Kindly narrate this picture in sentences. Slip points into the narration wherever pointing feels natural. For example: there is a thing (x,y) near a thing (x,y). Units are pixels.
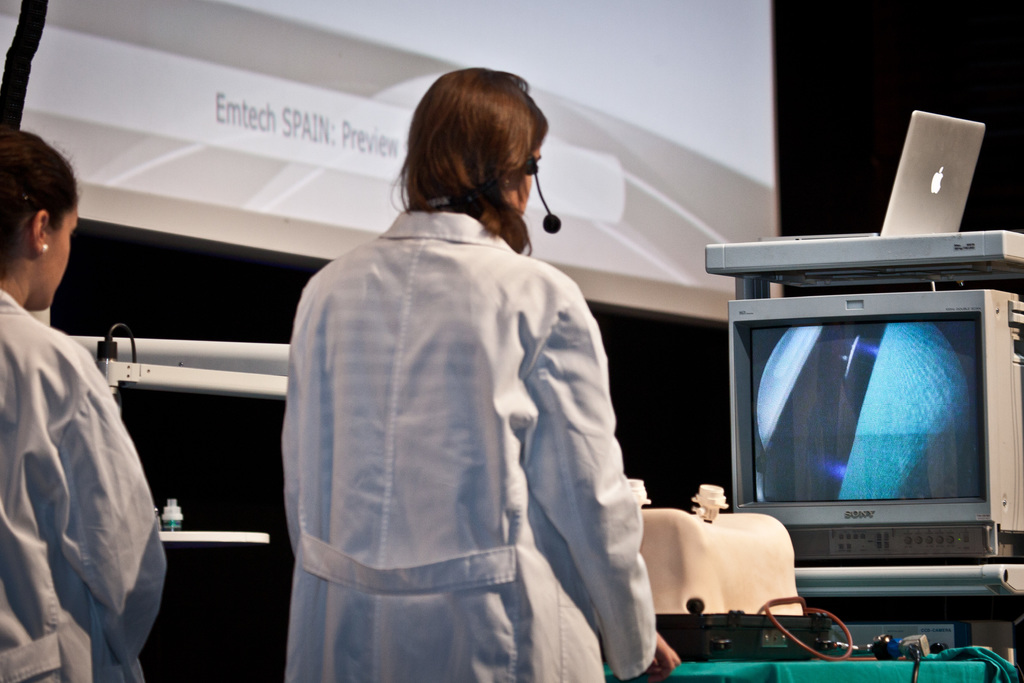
On the left corner of the image (22,398) there is a person (34,430) standing. And in the middle of the image (366,345) there is a lady (406,509) standing and she wore headsets (456,207). In front of her there is a table (860,669) with equipment (762,584) and wires (913,656). Behind the table (803,663) there is a monitor (762,392) with images (844,443). Above that there is a laptop (881,232). In the background (366,55) there is a screen (279,111) with something written on it. And also there are white color objects (180,531) in the background (174,516).
